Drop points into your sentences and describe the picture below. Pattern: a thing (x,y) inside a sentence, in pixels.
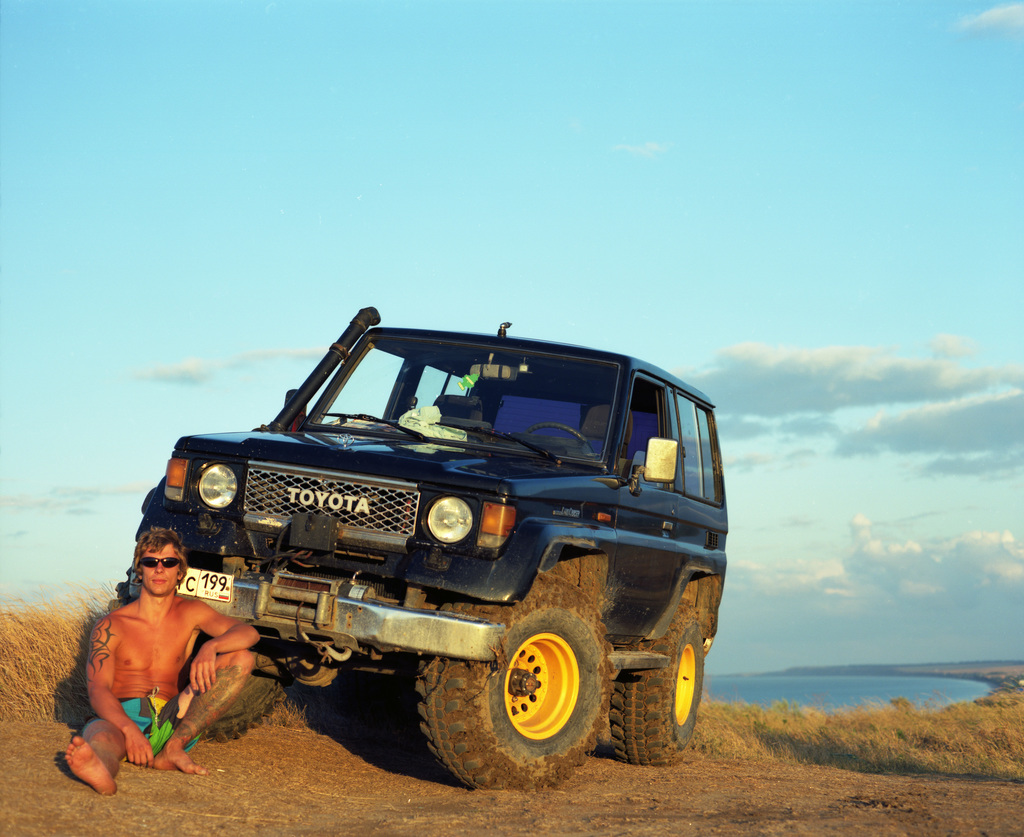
In the picture I can see a man (169,695) is sitting on the ground (149,798). I can also see a black color car (504,640) and the grass (830,756). In the background (775,388) I can see the sky (848,608) and the water (863,695).
